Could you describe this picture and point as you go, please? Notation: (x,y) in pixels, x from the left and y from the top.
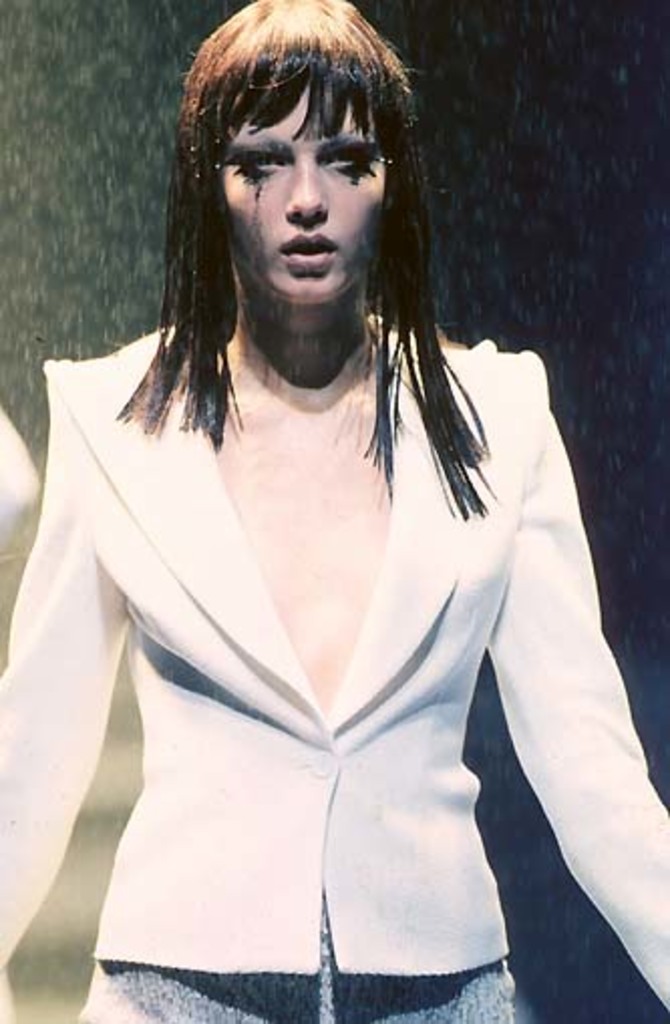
Here in this picture we can see a woman (273,441) standing over a place and we can see she is wearing white colored coat (157,461) on her.
